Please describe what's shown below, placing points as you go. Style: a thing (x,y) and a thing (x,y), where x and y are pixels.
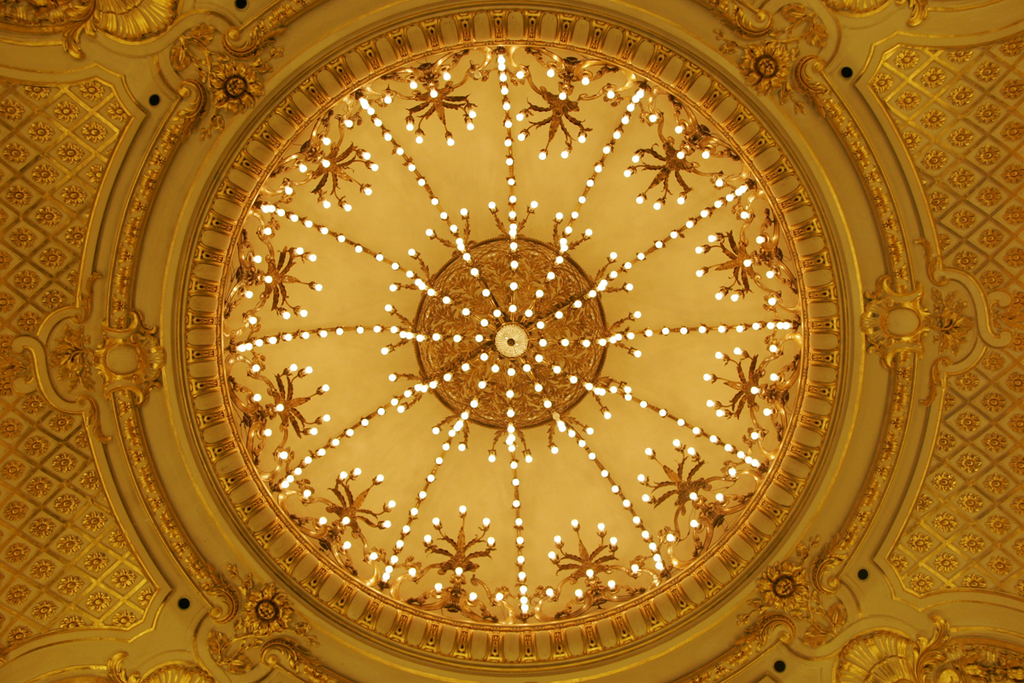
In this picture we can see design (294,124) and lights (566,340) on a ceiling dome (618,423).
